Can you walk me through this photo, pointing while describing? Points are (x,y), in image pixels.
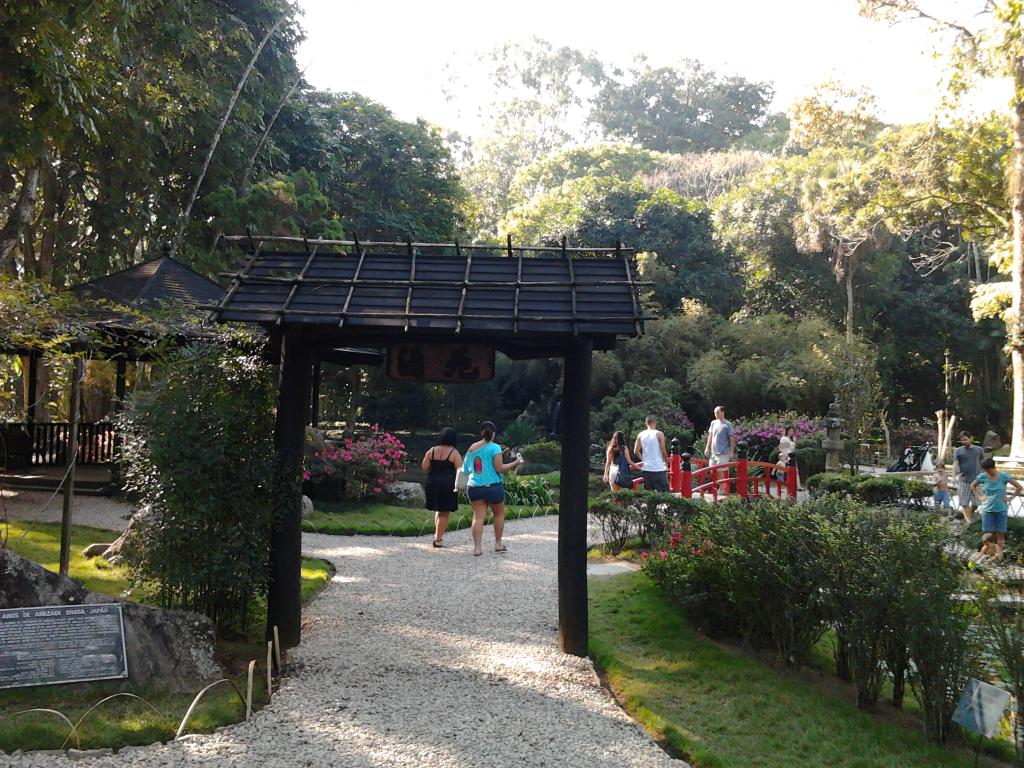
In the image we can see there are many people (435,486) walking and they are wearing clothes (430,501). Here we can see grass (779,747), plants (838,636), board (72,629) and text (65,634) on the board (72,629). Here we can see the tent (194,287), trees (558,229) and the sky (416,41).
